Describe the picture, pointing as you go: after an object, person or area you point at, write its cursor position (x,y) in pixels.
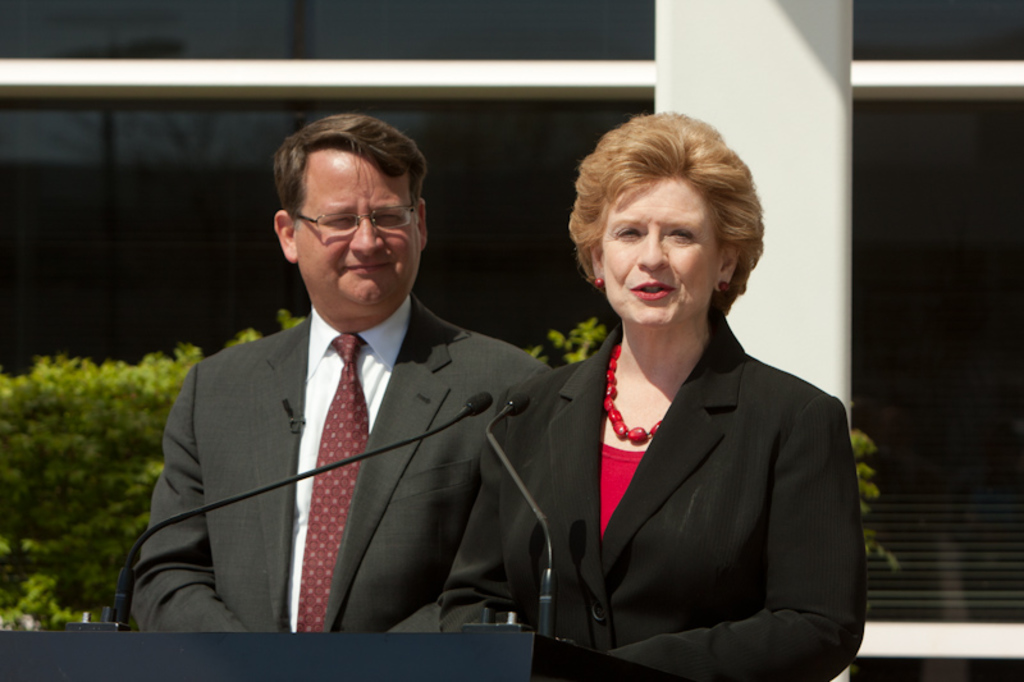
In this picture we can see a man (318,492) and a woman (600,536), a woman (629,574) is standing in front of a podium (442,655), we can see two microphones (503,412) on the podium (408,643), in the background (746,66) there is a building (746,66), we can see shrubs (141,431) on the left side (35,490), this man (371,419) wore spectacles (357,224).
